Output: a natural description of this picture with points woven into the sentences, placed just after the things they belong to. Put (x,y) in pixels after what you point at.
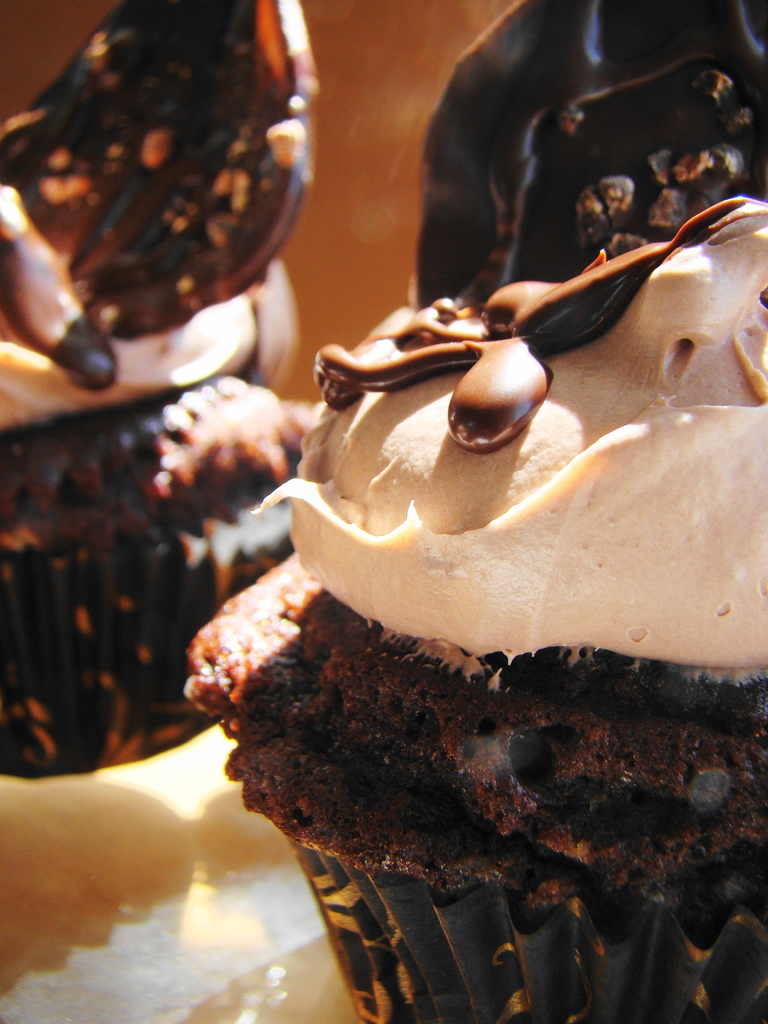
In this picture I can see two cupcakes (589,351) in a plate (131,1003). On the right (689,395) I can see the chocolate and white color creams (634,385).
